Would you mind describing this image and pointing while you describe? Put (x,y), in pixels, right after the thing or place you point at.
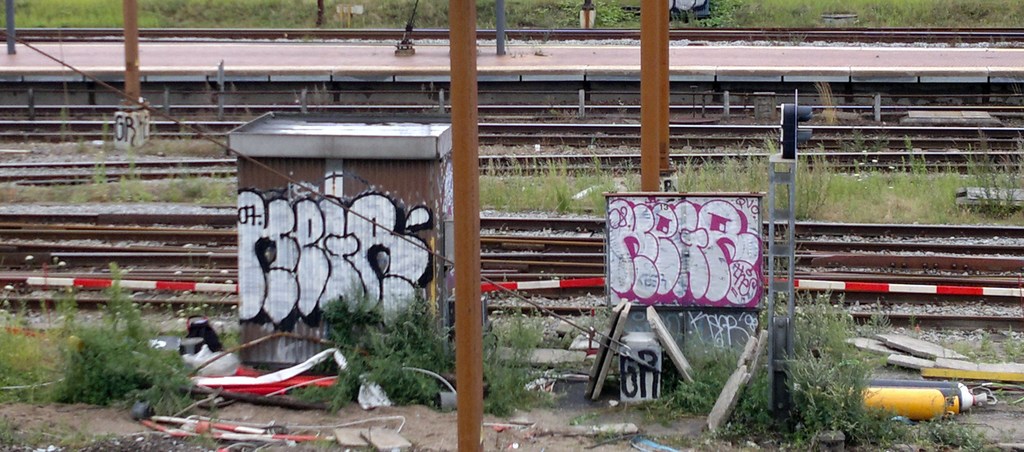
Here I can see a box (363,234), board (652,264), few metal objects (795,194) are placed on the ground (257,415) and also there are some plants (93,355). Behind there are some railway tracks (179,231). In the background (549,50) there is a platform (309,63).
